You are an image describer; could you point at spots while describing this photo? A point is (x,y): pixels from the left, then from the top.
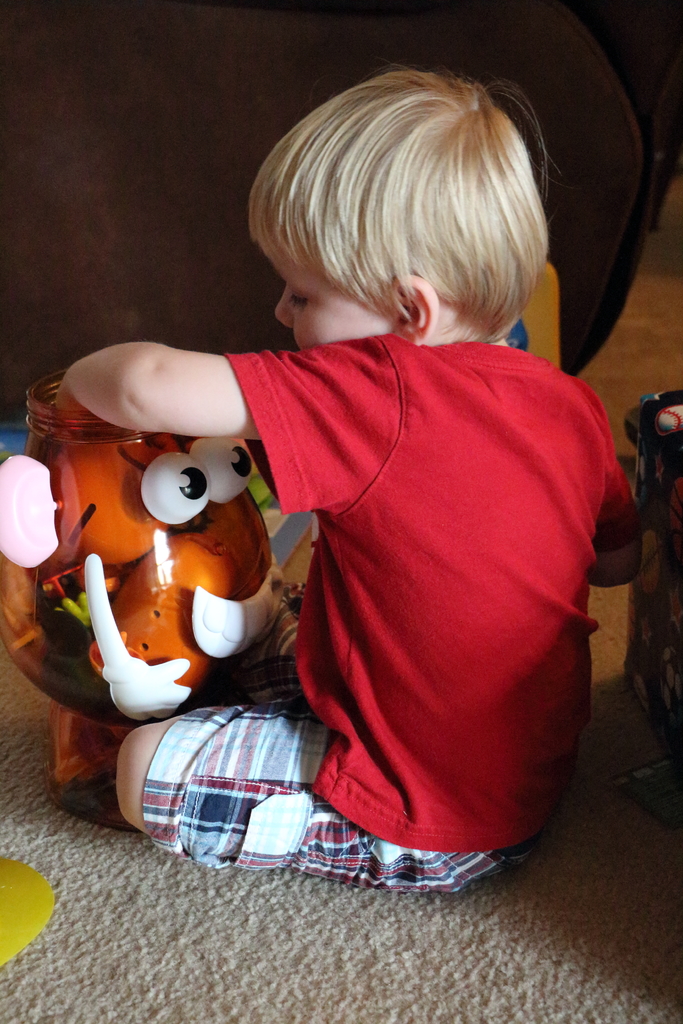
In this picture, there is a boy (433,660) playing with the toys (229,621). He is wearing a red t shirt (422,530) and check shorts (273,820). At the bottom (302,980), there is a mat (322,882).
